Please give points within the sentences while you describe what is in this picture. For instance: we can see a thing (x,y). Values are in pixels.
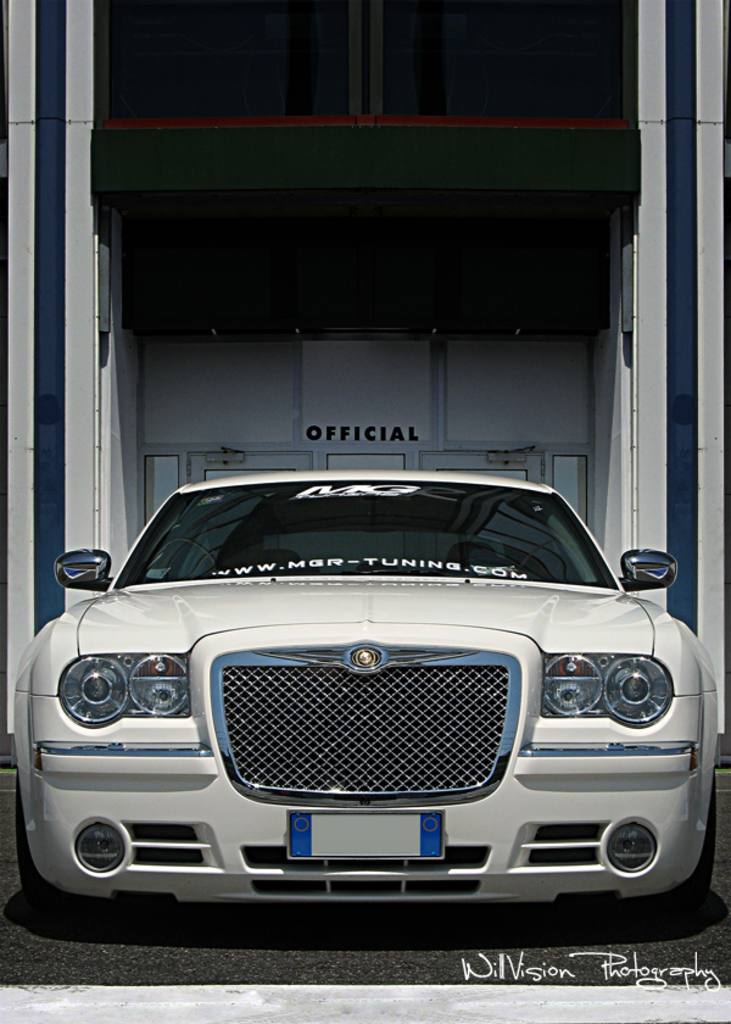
In this picture there is one colour car (397,792) present in front of the building (397,41) and behind the car (270,474) there are doors (406,464) and there is some text (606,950) written on the picture at the right corner (620,976).
